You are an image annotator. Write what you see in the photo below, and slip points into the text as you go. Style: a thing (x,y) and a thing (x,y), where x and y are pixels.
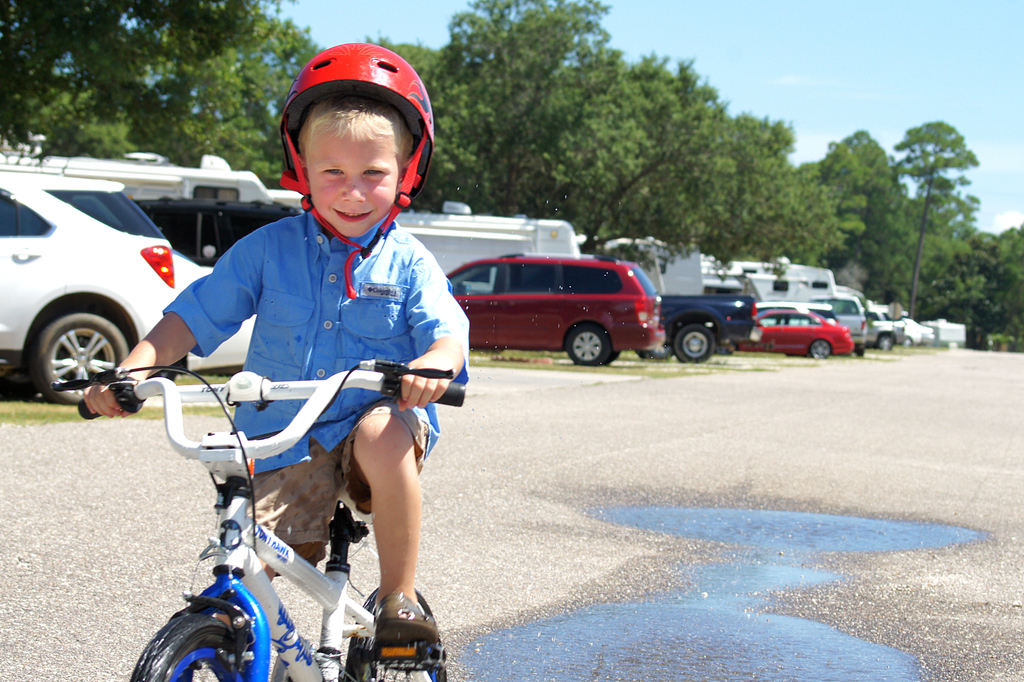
The kid (306,341) wearing blue shirt (294,328) is riding a white bicycle (293,577) on a road (547,549) and there are trees (564,156) and cars (616,288) behind him.
